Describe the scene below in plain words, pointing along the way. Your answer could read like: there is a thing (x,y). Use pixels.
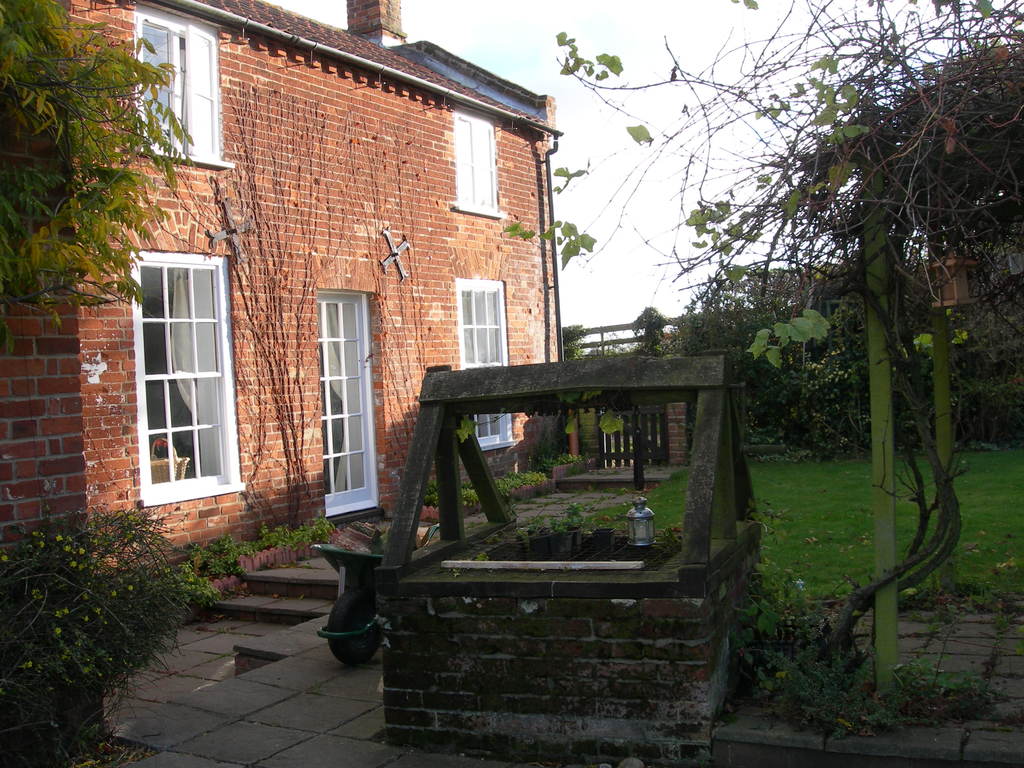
In this picture I can see there is a building (201,371) it has some windows (206,398), a well (703,506), some plants (678,525), trees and the sky (707,235) is clear.
